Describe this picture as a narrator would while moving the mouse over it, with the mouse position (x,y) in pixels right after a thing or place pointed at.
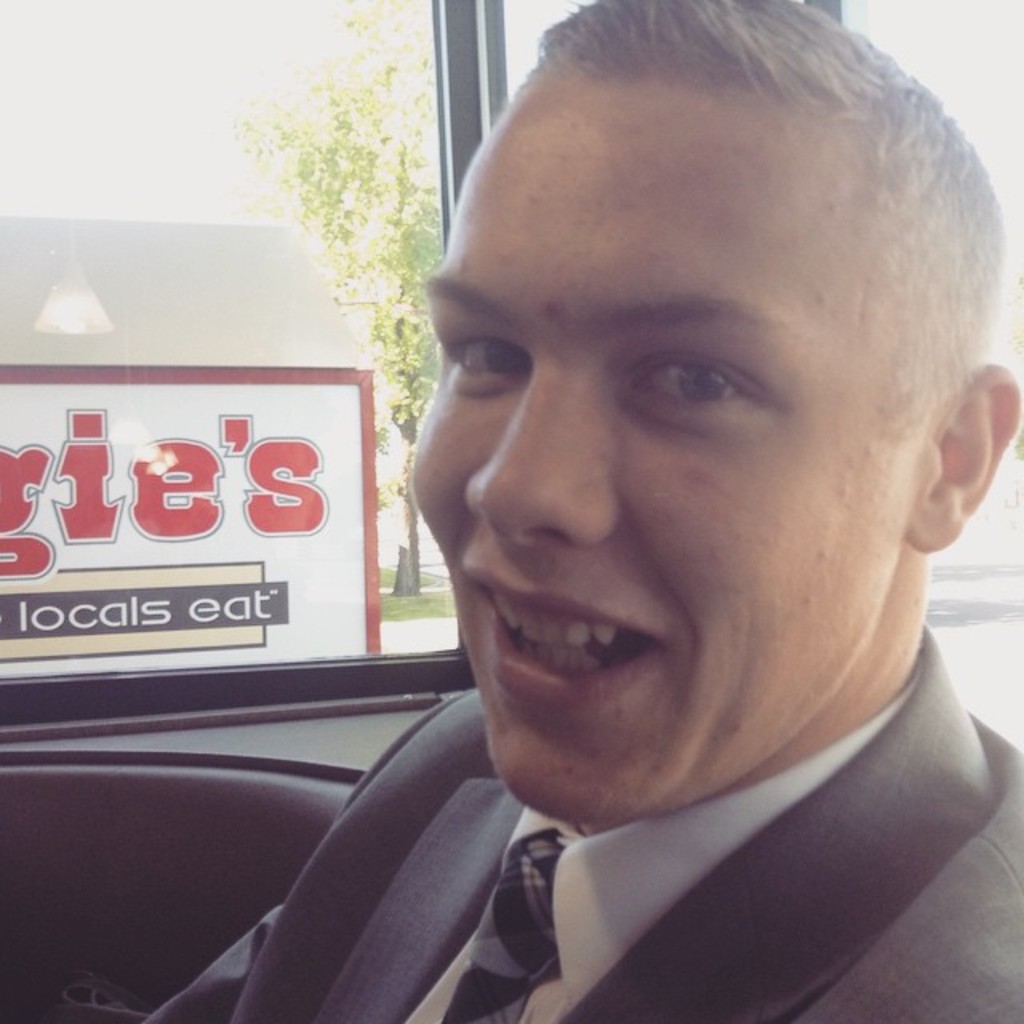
In this picture I can see a person (413,804) sitting, side we can see a glass window (267,402) on which we can see a poster (272,377).
